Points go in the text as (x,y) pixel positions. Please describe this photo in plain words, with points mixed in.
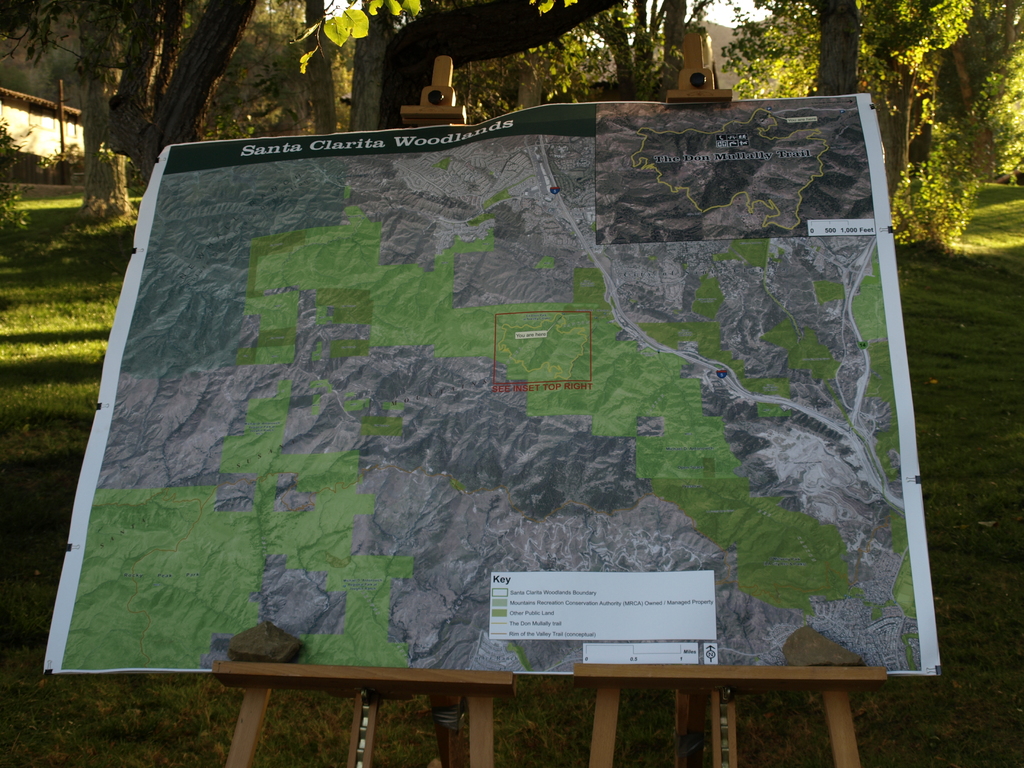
In the background (410,68) we can see the trees (232,71). In this picture we can see grass (514,698). On the wooden stand (585,669) we can see a geographical route map (196,452) with some information (692,606). On the left side of the picture (40,135) we can see a pole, wall (73,140) and roof top (69,108).
